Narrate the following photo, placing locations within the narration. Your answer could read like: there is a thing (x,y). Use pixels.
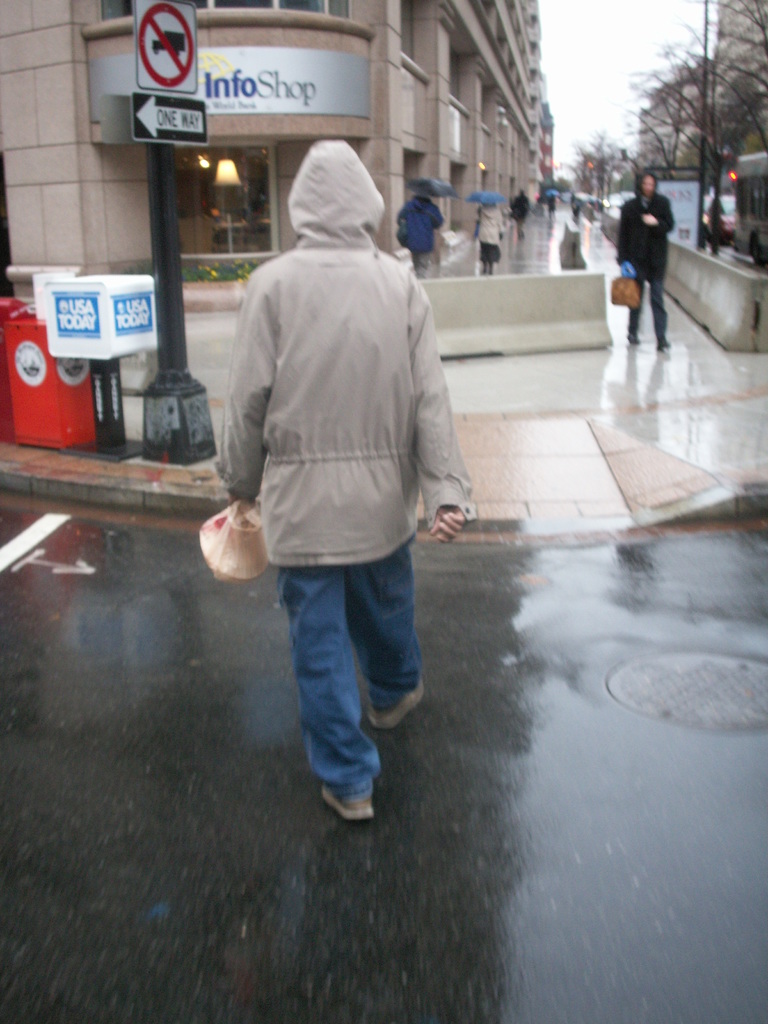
In this image we can see there are people (658,204) walking on the ground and holding bag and umbrellas (554,192) and the other person (315,306) walking on the road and holding the cover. And we can see there are buildings (491,65), light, poles (703,135), trees (687,145), boxes (50,420), wall (699,256) and sign board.
